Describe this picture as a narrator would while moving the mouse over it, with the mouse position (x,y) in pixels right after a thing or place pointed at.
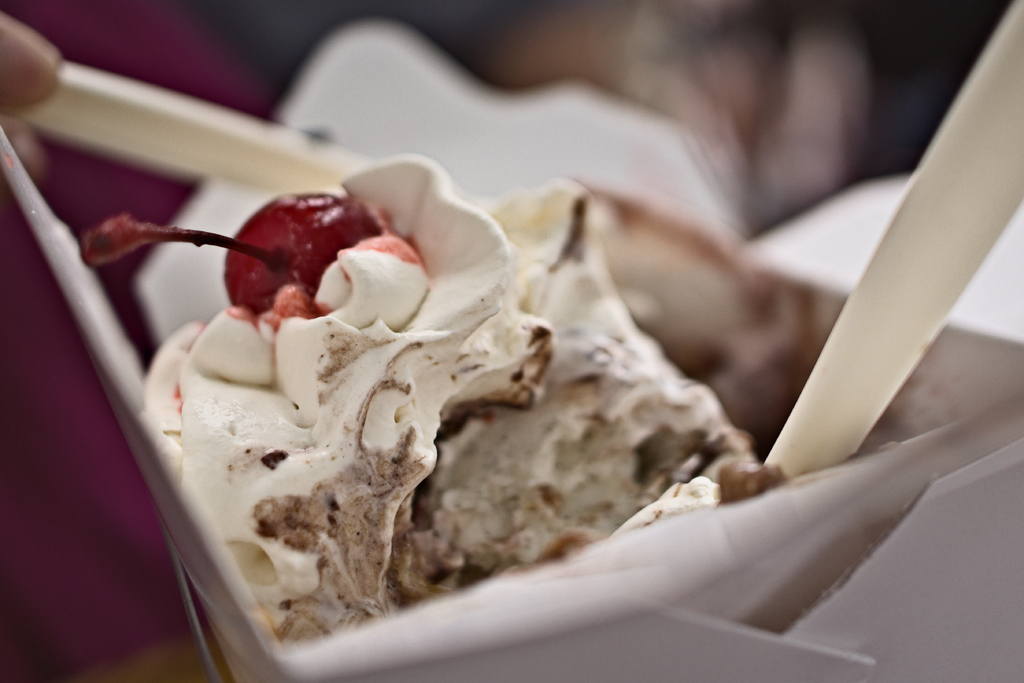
In this image I can see a ice-cream (321,356) and red cherry (292,238) in the white color bowl (768,504). I can see spoons (66,119) and background (830,54) is blurred.
